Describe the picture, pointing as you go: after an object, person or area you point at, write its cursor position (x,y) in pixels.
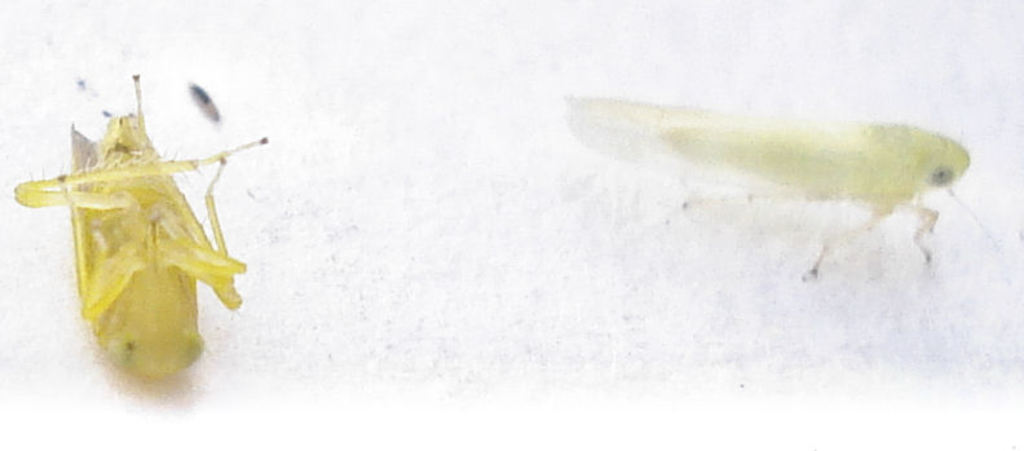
In the image we can see there are two insects (938,212) which are in yellow colour.
